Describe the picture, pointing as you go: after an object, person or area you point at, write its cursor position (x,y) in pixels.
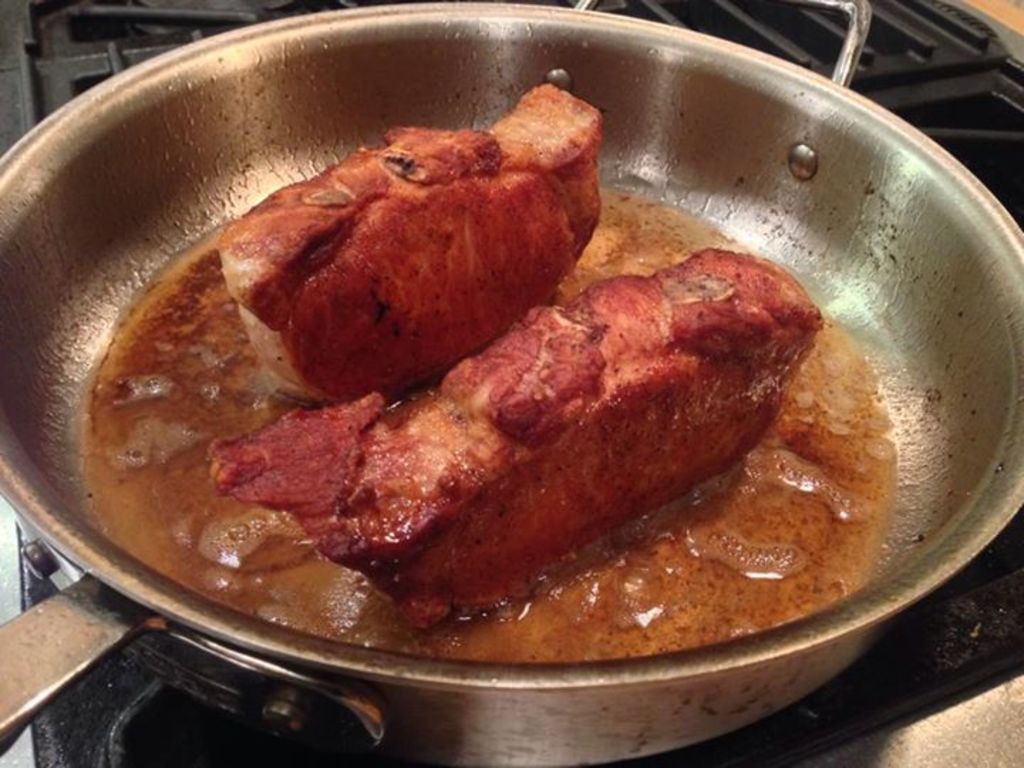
In this picture we can see some food (290,369) in a pan (1007,370).
